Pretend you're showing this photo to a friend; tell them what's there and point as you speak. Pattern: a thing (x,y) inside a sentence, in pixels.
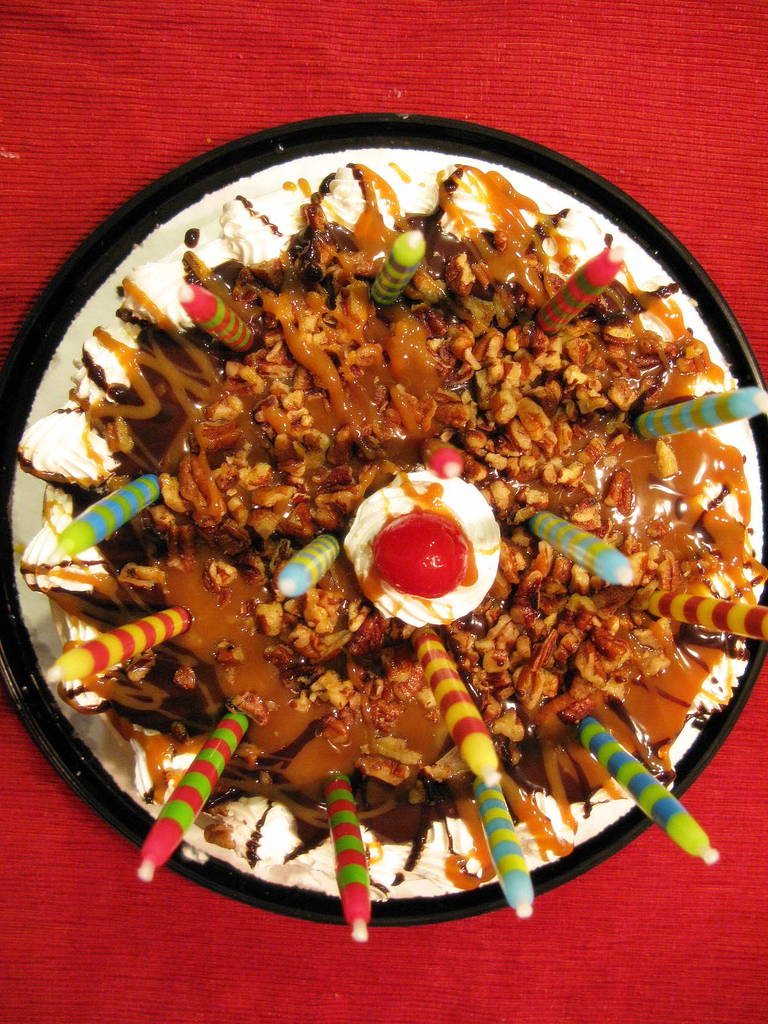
In this picture we can see a plate (601,201), there is a cake (558,381) present in the plate (590,205), we can see some candles (219,323) and a cherry (424,551) on the cake (459,599), at the bottom (616,899) there is a cloth (607,957).
